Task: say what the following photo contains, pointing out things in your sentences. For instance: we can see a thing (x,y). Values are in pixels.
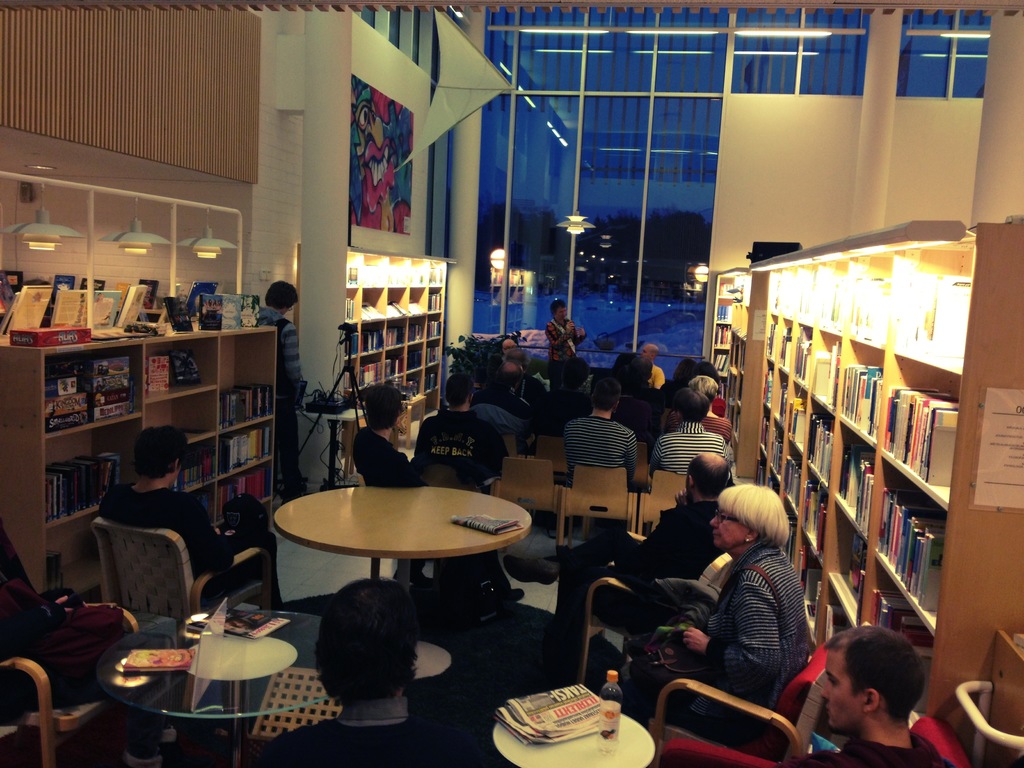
This picture is clicked inside a room (732,153). There are many people (684,408) sitting on chairs (580,509) at the table (471,547). On the table (451,538) there are bottles (605,692), newspapers (549,703), books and magazines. On the both sides of the image there are books (947,308) placed in the shelves (739,340). There are bulbs (56,233) and lamps (140,228) in the shelves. On the wall (390,243) there is picture art (377,183). There is also a man (286,346) standing and in front of him there is a camera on tripod stand (349,362). In the background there is a person (571,331) standing and holding a microphone (565,320). Behind the person (554,311) there is glass (527,270) and through it sky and trees (639,238) can be seen.
